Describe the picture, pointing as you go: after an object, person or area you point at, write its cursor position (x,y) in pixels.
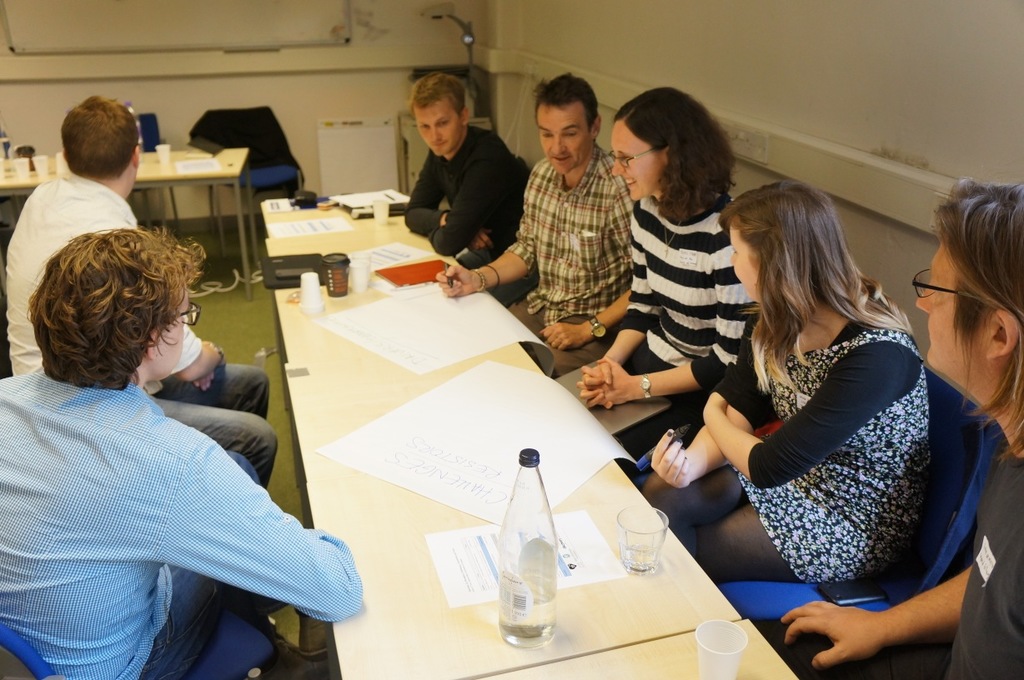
In the room (422,438) there are people (787,489) sitting on the chair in front of the table (436,416), on the table (501,443) there are water bottle (531,558), glasses (650,562), papers (560,521) and at the left corner of the picture (212,171) there is another table (196,164) in the room (222,225) behind that there is a big wall (137,87).
